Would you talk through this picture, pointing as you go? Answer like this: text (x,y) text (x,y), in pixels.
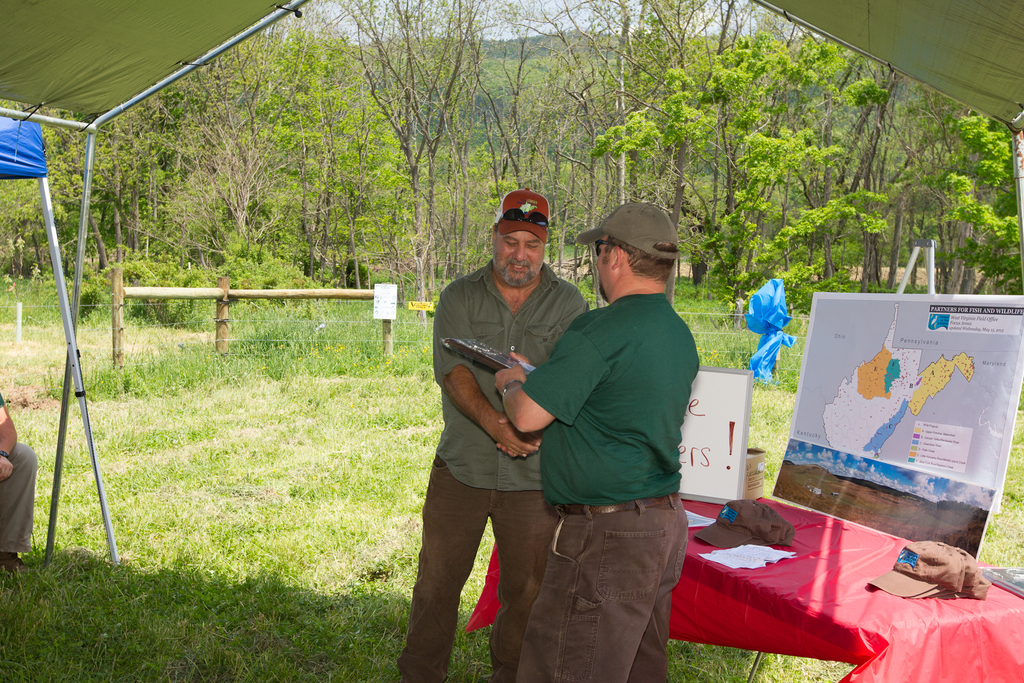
In this image there are two men (500,385) who are talking with each other on the ground (405,602). There is a tent (100,58) above them. On the right side (887,393) there is a map (884,413) on the table (848,568). On the table (773,546) there are two caps (752,532), papers (743,550) and a board (745,433). In the background (595,134) there are trees (380,126). On the left side (14,489) there is another person (10,476) sitting under the blue color tent (27,178). There is a fence (199,298) behind the tents (88,71).
